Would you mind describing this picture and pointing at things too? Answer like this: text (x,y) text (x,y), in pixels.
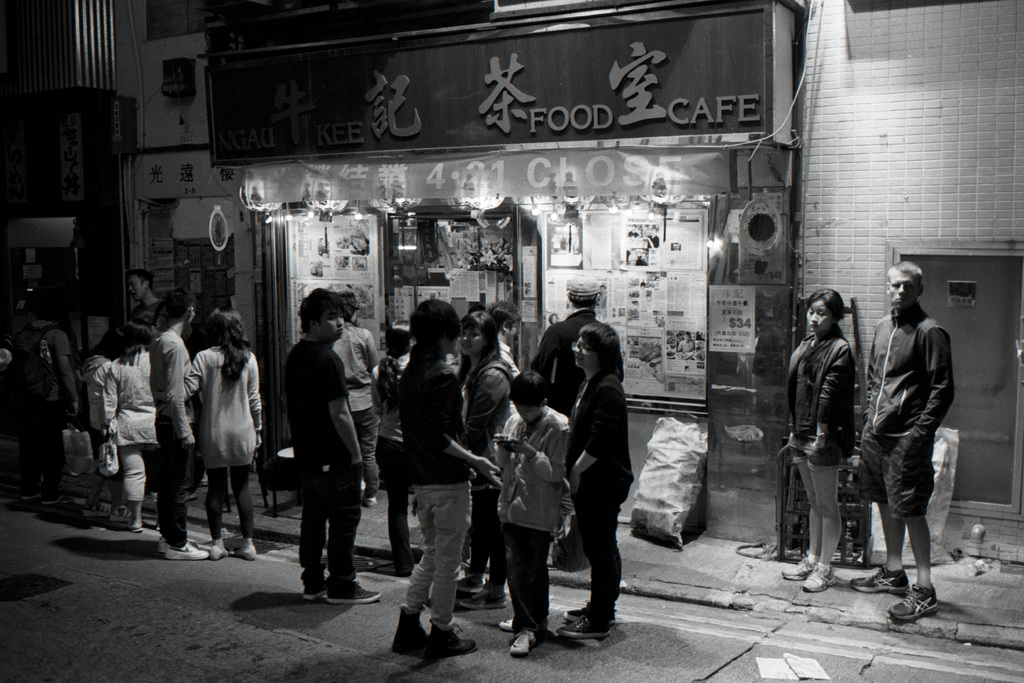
This is a black and white image. Here I can see few people (444,404) are standing on the road (232,642) and footpath (840,577). In the background (591,205) there is a building (272,212). At the top (601,107) I can see a board (606,101) which is attached to the wall (882,236). On this board (418,121) I can see some text (396,121). On the footpath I can see two bags (695,473).
